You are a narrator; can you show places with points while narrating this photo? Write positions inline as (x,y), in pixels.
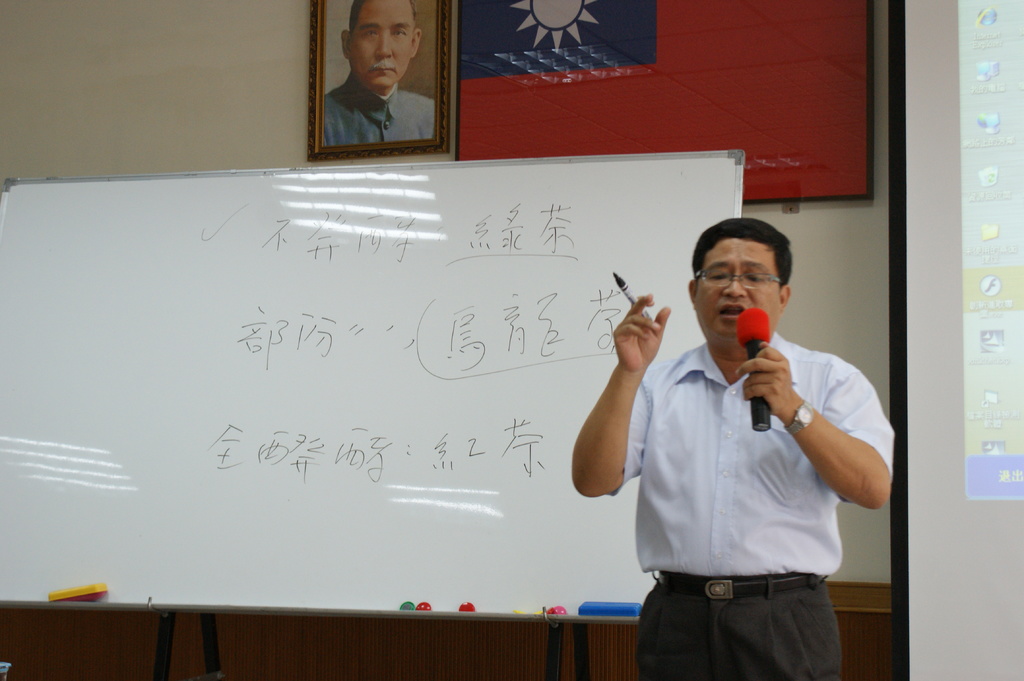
In the middle of the image (637,344) a man (761,231) is standing and holding a microphone (754,421) and marker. Behind him we can see a board (32,180). Behind the board (166,185) we can see wall (235,3), on the wall (233,4) we can see a frame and flag (749,31). On the right side of the image (891,36) we can see a screen (910,1).
